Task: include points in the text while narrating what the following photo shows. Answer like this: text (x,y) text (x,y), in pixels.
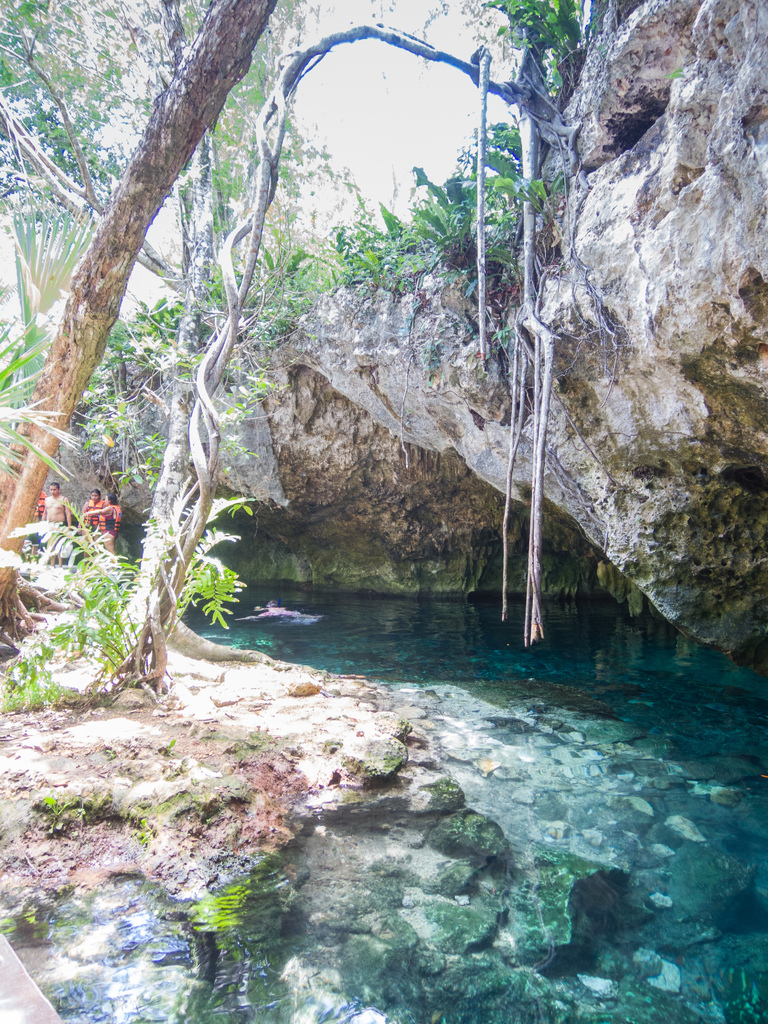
In this image there is water (605,634) under a rock (409,463). At the left side (195,434) there is land (93,715) having plants (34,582) and trees (273,282). There are few plants (266,307) on rock (737,378). At top (342,204) there is sky (328,201). There are few persons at the left side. A person (275,608) is swimming in water (356,859).
